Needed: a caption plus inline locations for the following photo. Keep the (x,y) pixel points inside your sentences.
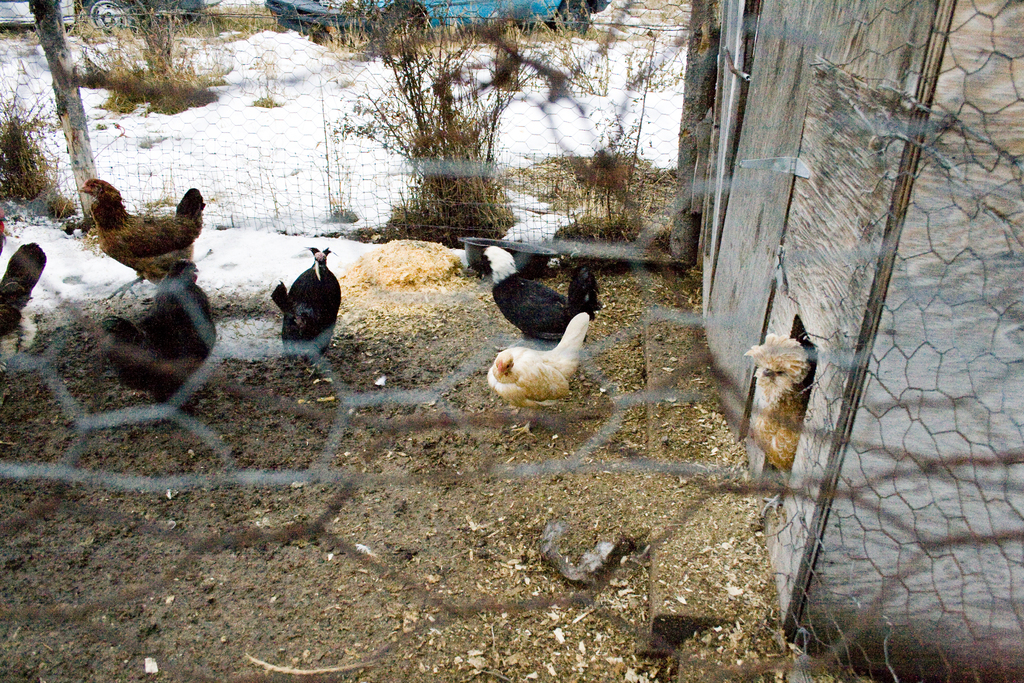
There is a mesh (76,471) in the foreground area of the image (480,474), there are hens (524,361), plants (400,93), it seems like snow (477,62) and a vehicle (291,12) in the background (267,86).
